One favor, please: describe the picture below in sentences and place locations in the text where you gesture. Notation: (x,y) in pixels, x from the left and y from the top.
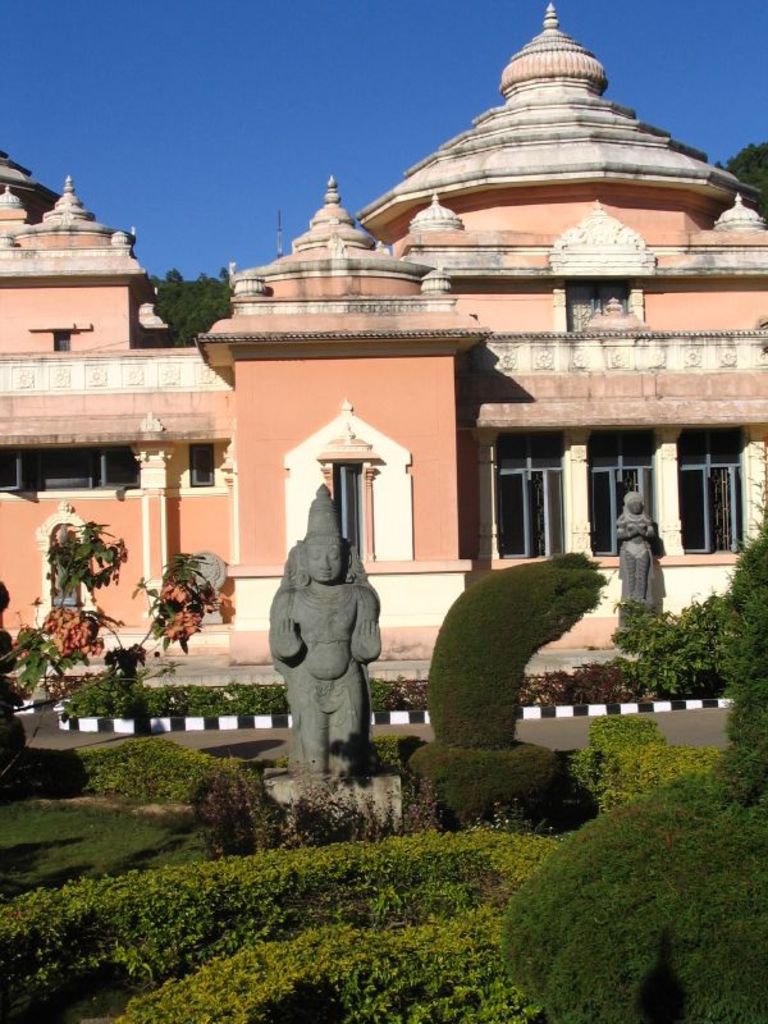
In this image I can see a statue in gray color. I can also see few plants (38,795) and grass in green color, background (355,400) I can see a building (272,337) in light orange color and sky (255,174) is in blue color.
